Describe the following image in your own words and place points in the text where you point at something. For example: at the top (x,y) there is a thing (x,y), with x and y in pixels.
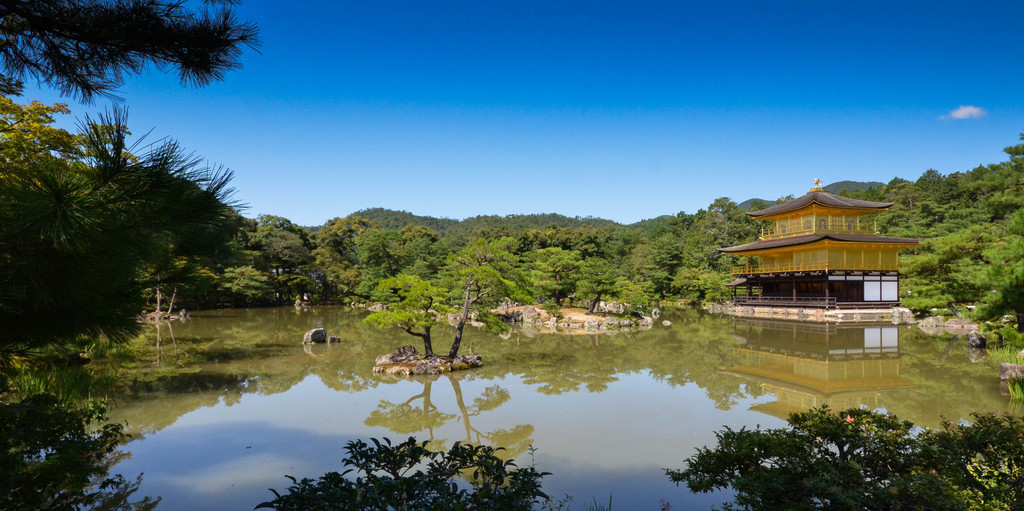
In this image on the water body (638,389) there are trees (424,341), stones (414,350). Here there is a building (859,284). In the background (686,280) there are trees (583,257) and sky (628,104).
